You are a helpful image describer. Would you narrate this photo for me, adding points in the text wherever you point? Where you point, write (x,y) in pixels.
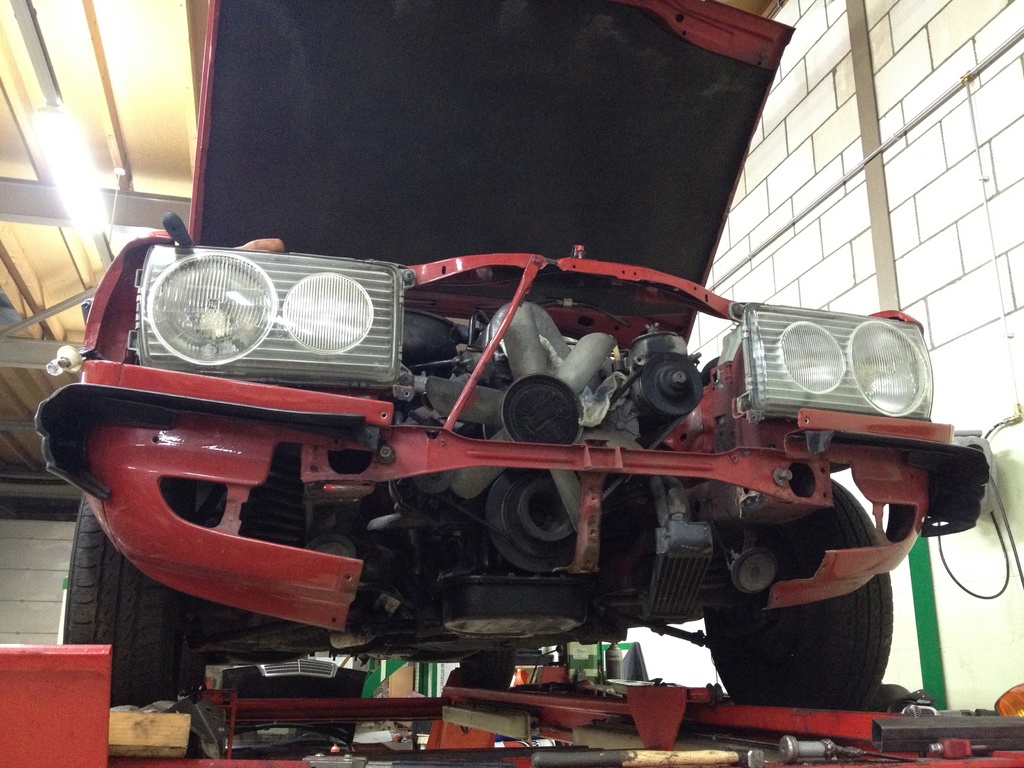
In the image inside the garage (30,585) there is a damaged car (463,382) with headlights (337,326), rods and parts of the cars (502,542). At the bottom of the image (907,715) there are many tools (657,760). In the background (20,184) there is ceiling (76,76) with a tube light (72,185). On the right corner of the image (880,143) there is a wall (910,162) with pipe (989,224).
